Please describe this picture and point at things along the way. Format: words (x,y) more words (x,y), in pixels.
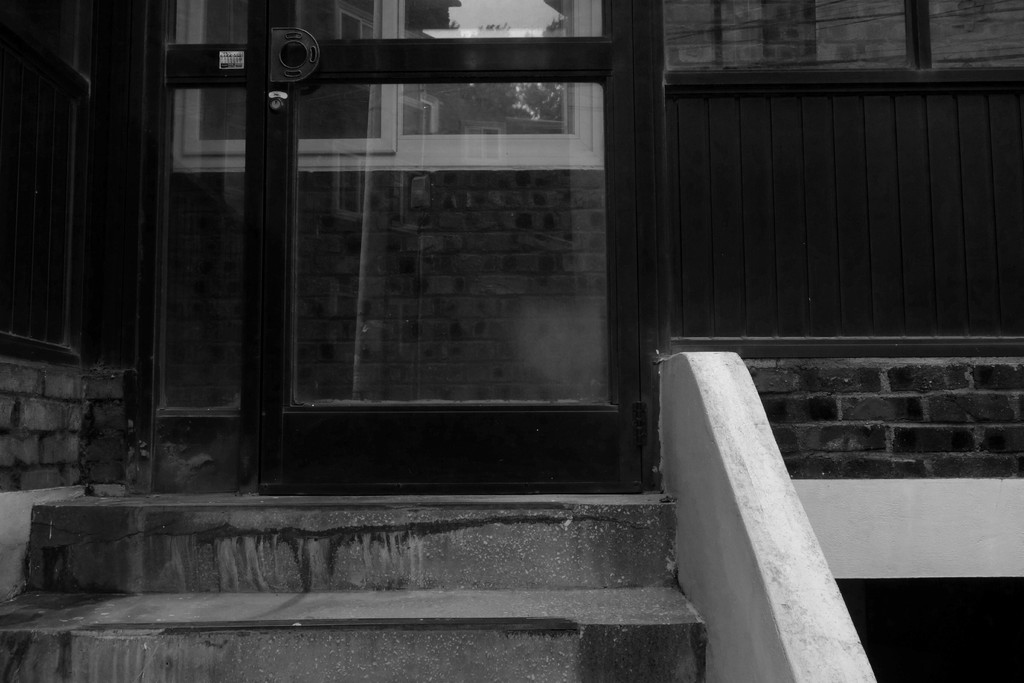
In this image we can see a black and white picture of a building (206,398). In the foreground (193,372) we can see a door (565,59), a window (242,240) and a staircase (347,561).
